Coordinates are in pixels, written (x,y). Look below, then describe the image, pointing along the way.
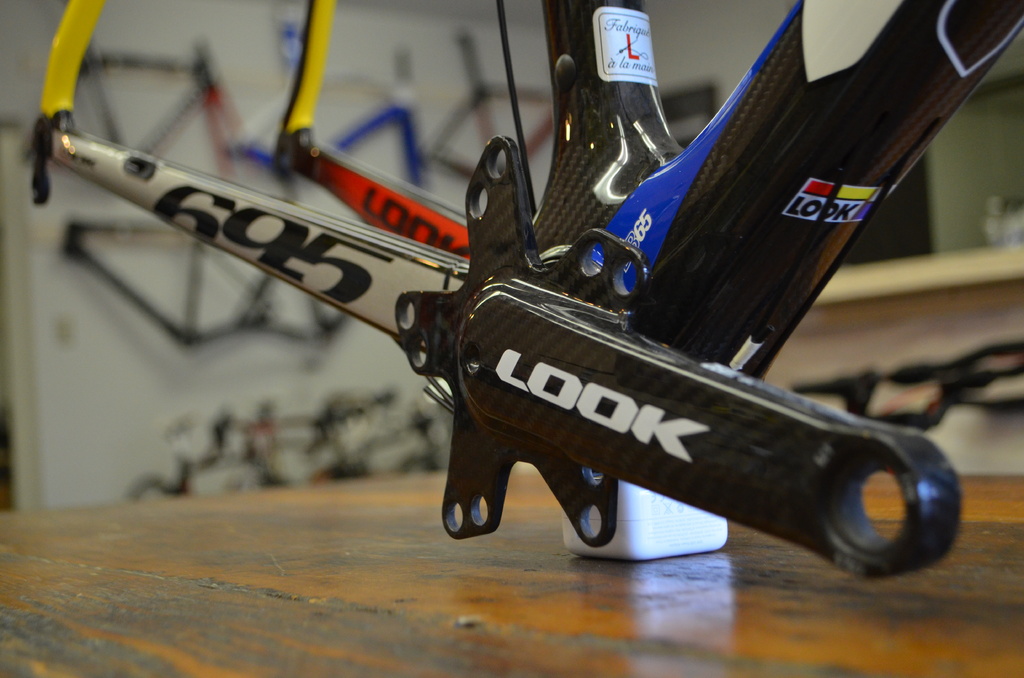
There is a bike frame (577,136) with label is kept on a surface (798,569). Also there is some other thing (524,403) with something written on that. In the background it is blurred.
